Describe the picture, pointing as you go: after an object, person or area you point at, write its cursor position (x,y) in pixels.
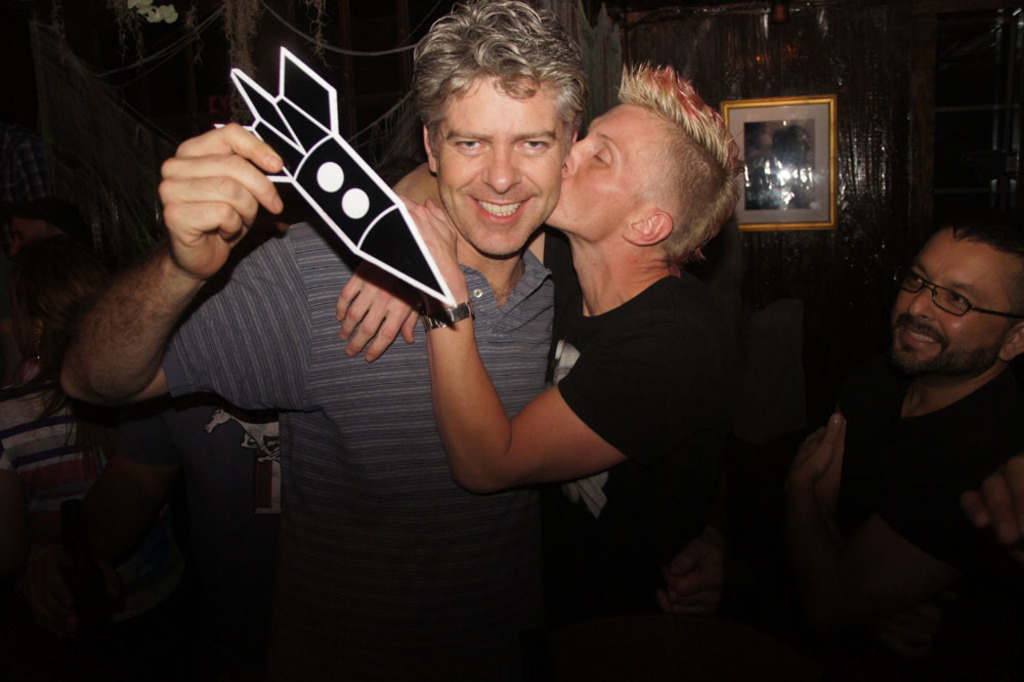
This image consists of three men (969,480). In the front (393,449), the man (411,418) is holding cardboard (292,156). In the background (359,25), we can see a wall (846,265) on which a frame (787,216) is fixed. On the right (816,547), the man (944,541) wearing a black T-shirt (964,560). On the left (31,449), we can see people (56,479).
